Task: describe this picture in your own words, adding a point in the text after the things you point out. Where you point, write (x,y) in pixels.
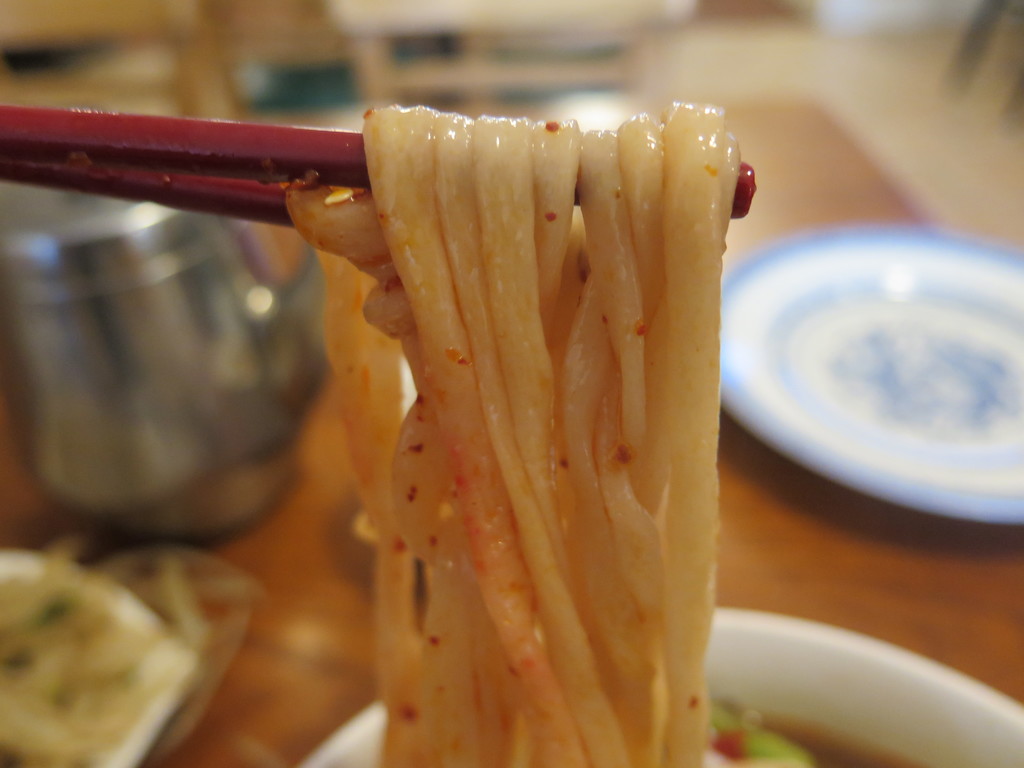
In this picture we can see chopsticks (310,168) and noodles (541,408). On the table (1023,531) we can see plate (840,418), jar (189,497) and a bowl (822,724) of soup (770,744). Background (943,138) is blurry and here we can able to see chairs (556,35) and floor (949,172).
